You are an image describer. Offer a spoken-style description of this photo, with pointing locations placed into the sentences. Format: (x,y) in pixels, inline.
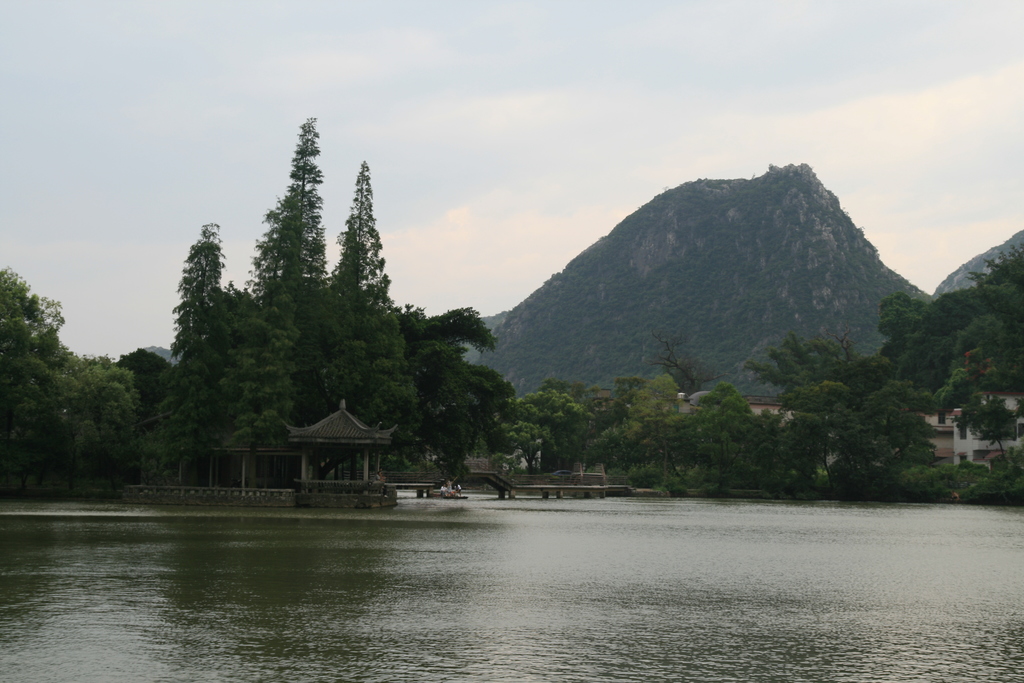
In this image we can see shelters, trees (476,444) and other objects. In the background of the image (677,376) there are buildings (974,455), trees (807,386), mountains (736,336) and other objects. At the top of the image (519,99) there is the sky (459,227). At the bottom of the image (574,596) there is water (536,632).
